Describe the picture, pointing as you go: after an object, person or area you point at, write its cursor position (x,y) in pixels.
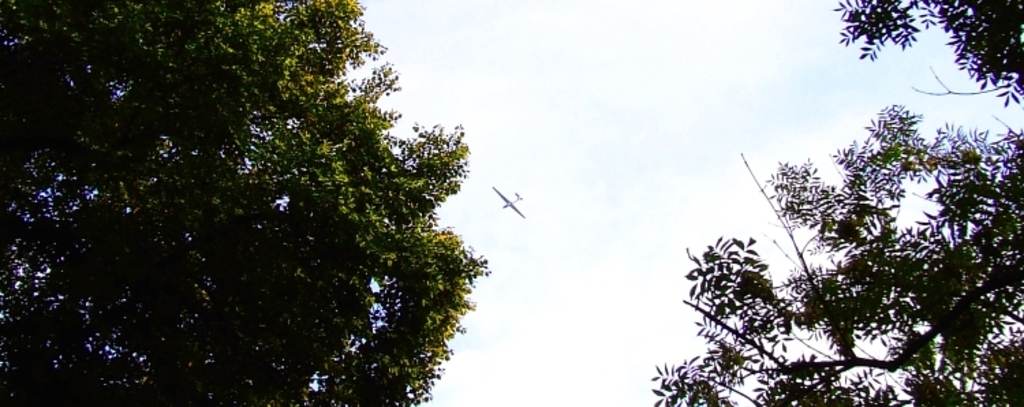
On the right side (753,327), we see the trees (843,232). On the left side (166,198), we see the trees (281,232). In the middle (510,198), we see an airplane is flying in the sky (526,185). In the background (590,177), we see the sky (583,261).
